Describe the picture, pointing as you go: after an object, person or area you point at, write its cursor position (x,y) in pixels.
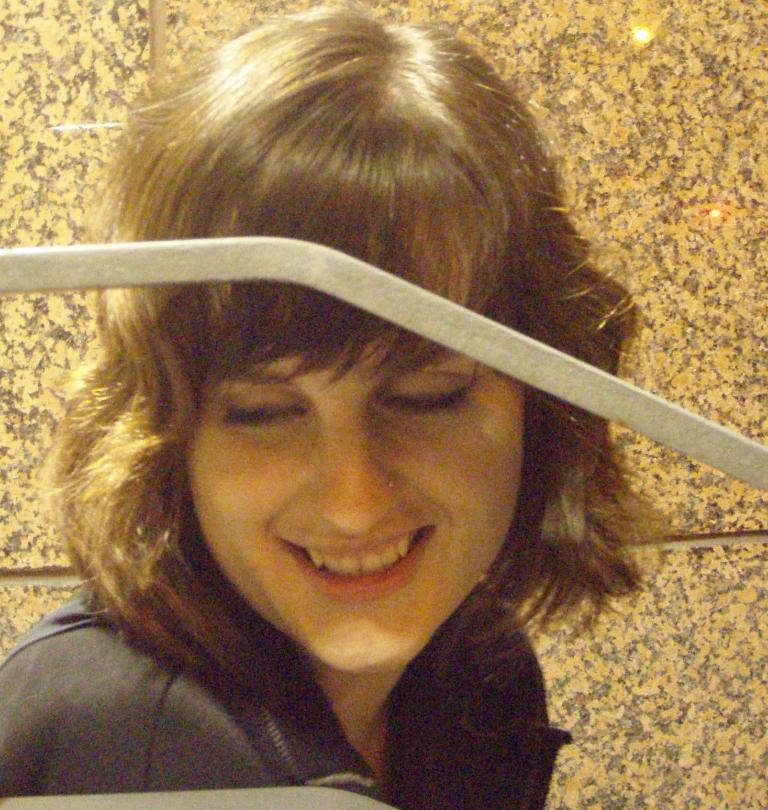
In this picture we can see a rod (1,280), women (176,298) smiling and in the background (15,227) we can see the wall (595,187).
